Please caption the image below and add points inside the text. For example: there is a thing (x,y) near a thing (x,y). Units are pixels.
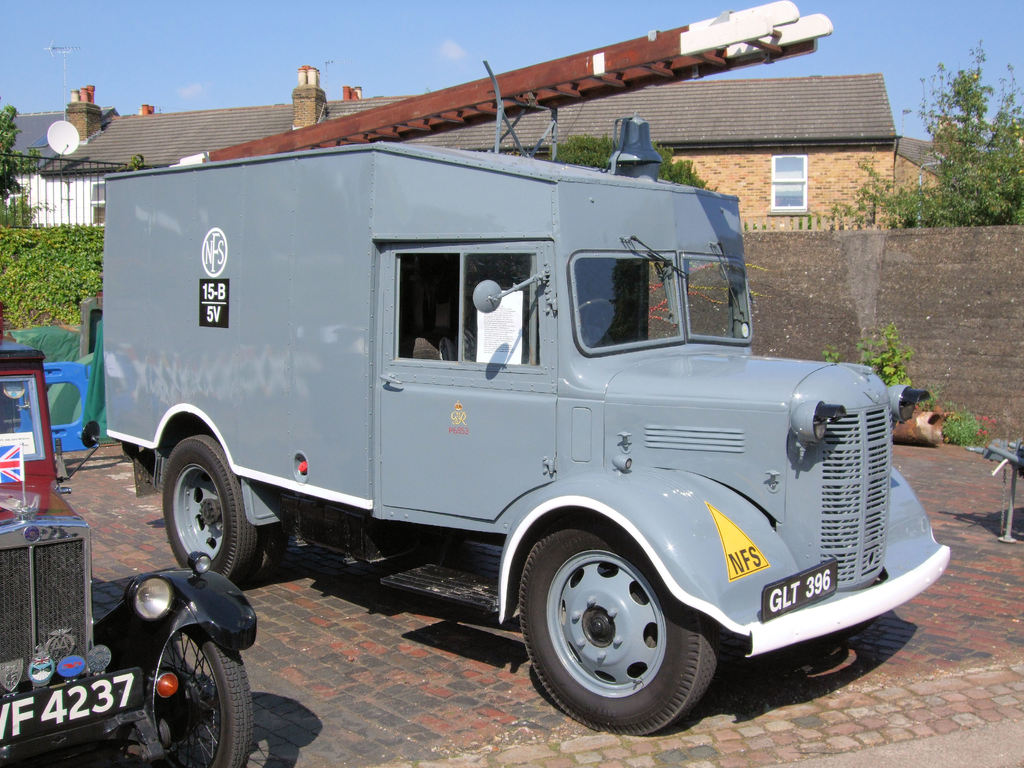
In the center of the image (429,273) we can see vehicle (472,428) on the floor (487,620). On the left side of the image (240,689) we can see car (46,602). On the right side of the image (975,175) we can see wall (819,336), tree (907,225). In the background (772,176) we can see buildings (834,111), sky (365,86) and clouds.
